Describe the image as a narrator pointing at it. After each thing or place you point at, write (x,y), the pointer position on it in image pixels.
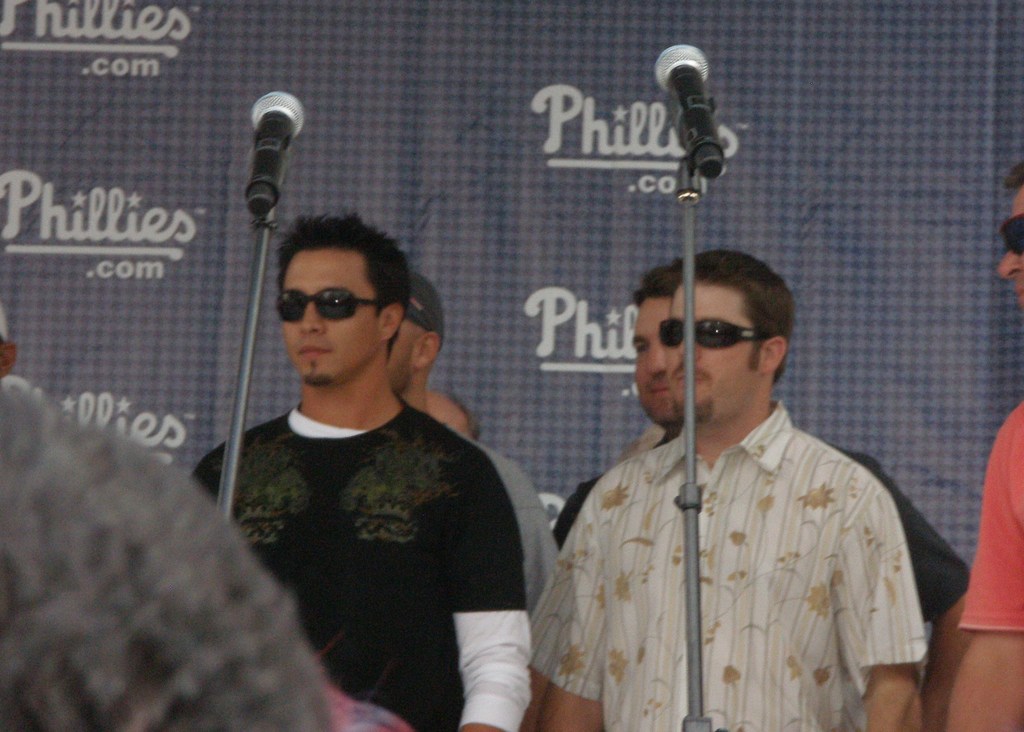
In the picture there are people (378,571) present, in front of them there are poles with the microphones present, behind them there is a banner (528,276) with the text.
